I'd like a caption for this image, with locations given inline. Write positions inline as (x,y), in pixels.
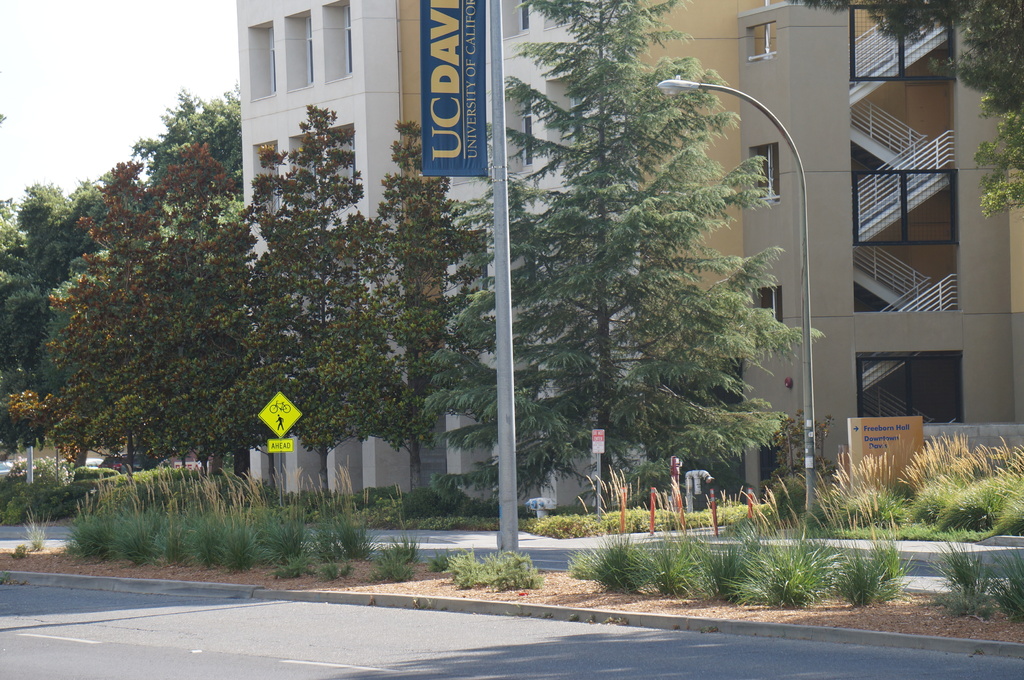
In this image there is a building (530,163), in front of the building (456,177) there are trees (600,271), lamp posts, plants (233,536), sign boards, water pipes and roads (52,640).
